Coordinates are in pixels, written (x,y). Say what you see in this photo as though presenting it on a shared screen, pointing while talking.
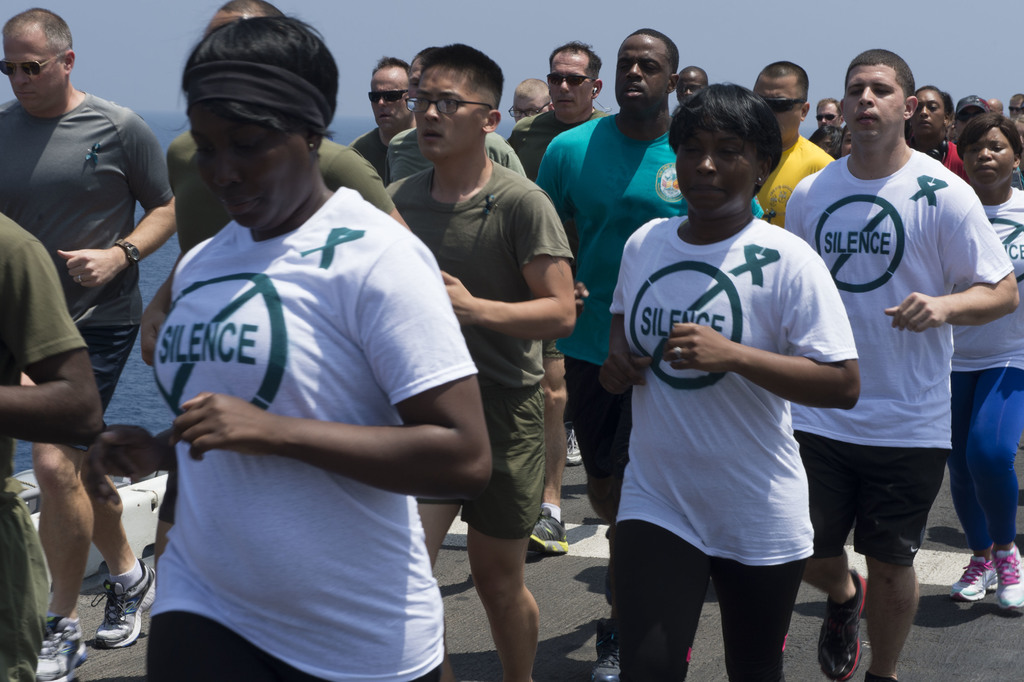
In this image we can see few persons (313,411) are jogging on the road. In the background (156,406) we can see water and the sky (512,11).
